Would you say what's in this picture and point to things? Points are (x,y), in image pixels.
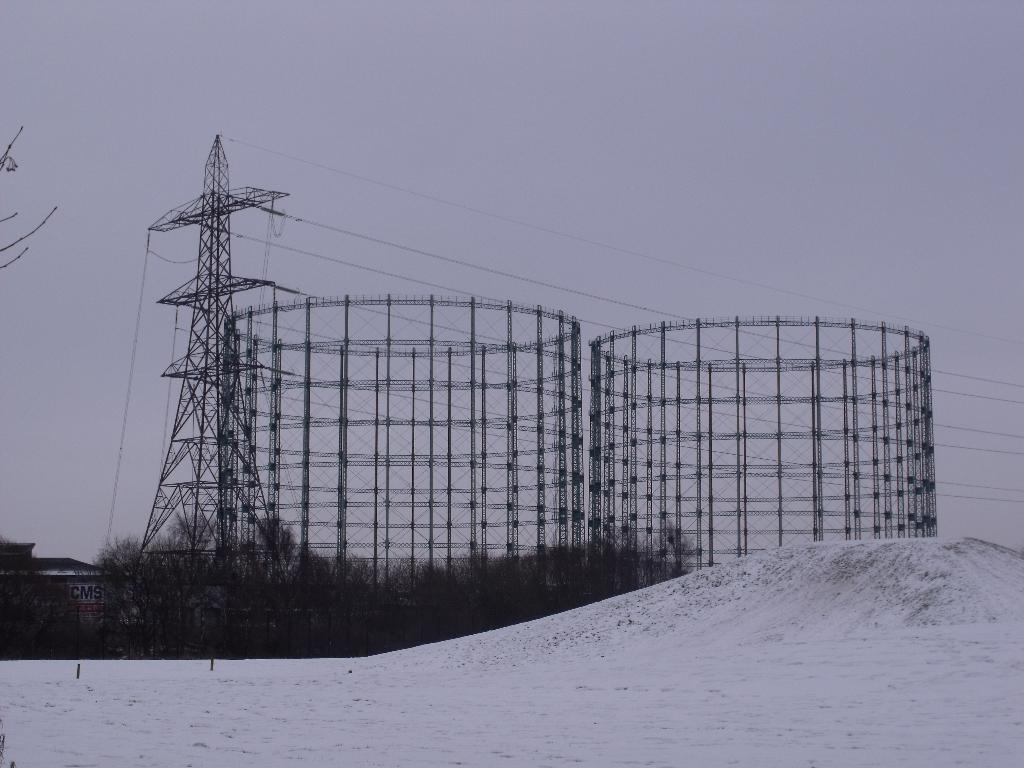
In this picture I can see that there is a electrical tower (238,359) and there are cables (472,290) attached to the tower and here I can see the mountain (837,604) is covered with snow (475,735) and in the background (138,639) there are trees (324,622) and the sky (170,62) is cloudy.
